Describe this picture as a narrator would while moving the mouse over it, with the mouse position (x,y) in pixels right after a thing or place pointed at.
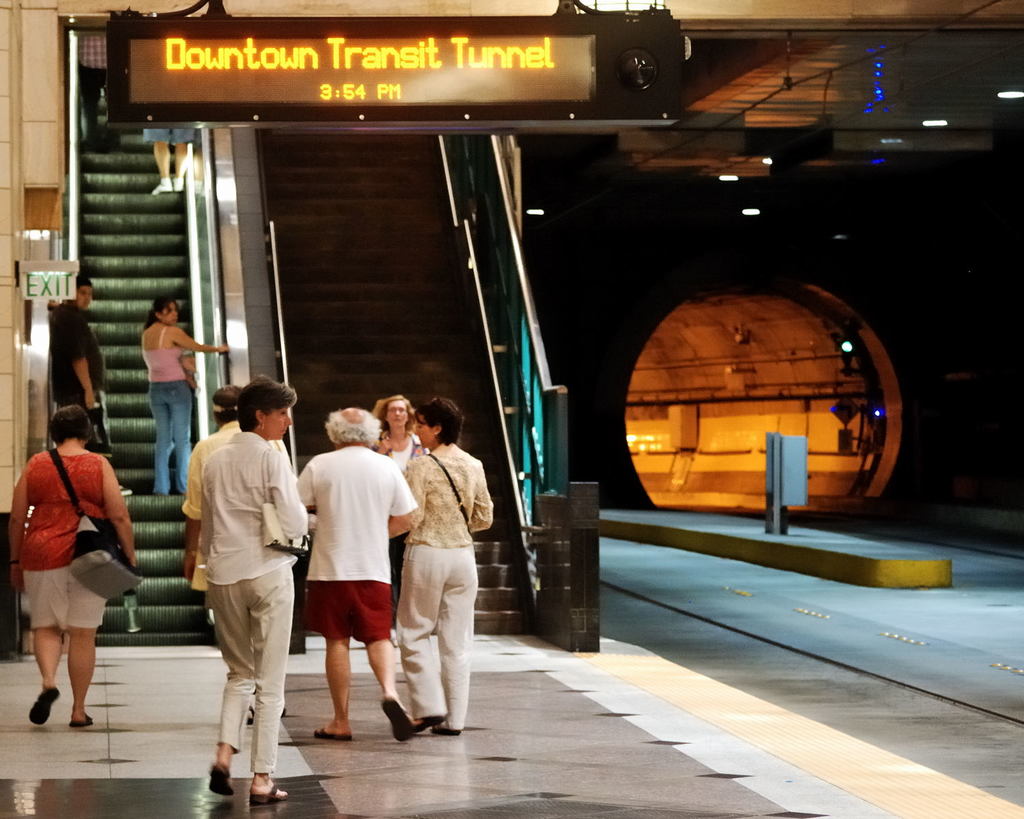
In this image we can see a few people (278,465), some of them are on the escalator (103,309), there is an exit board (46,286), there is a staircase (470,390), and handrail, there is a board (342,53) with some text (407,60) on it, also we can see lights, ceiling (696,172), and the tunnel (723,342).
